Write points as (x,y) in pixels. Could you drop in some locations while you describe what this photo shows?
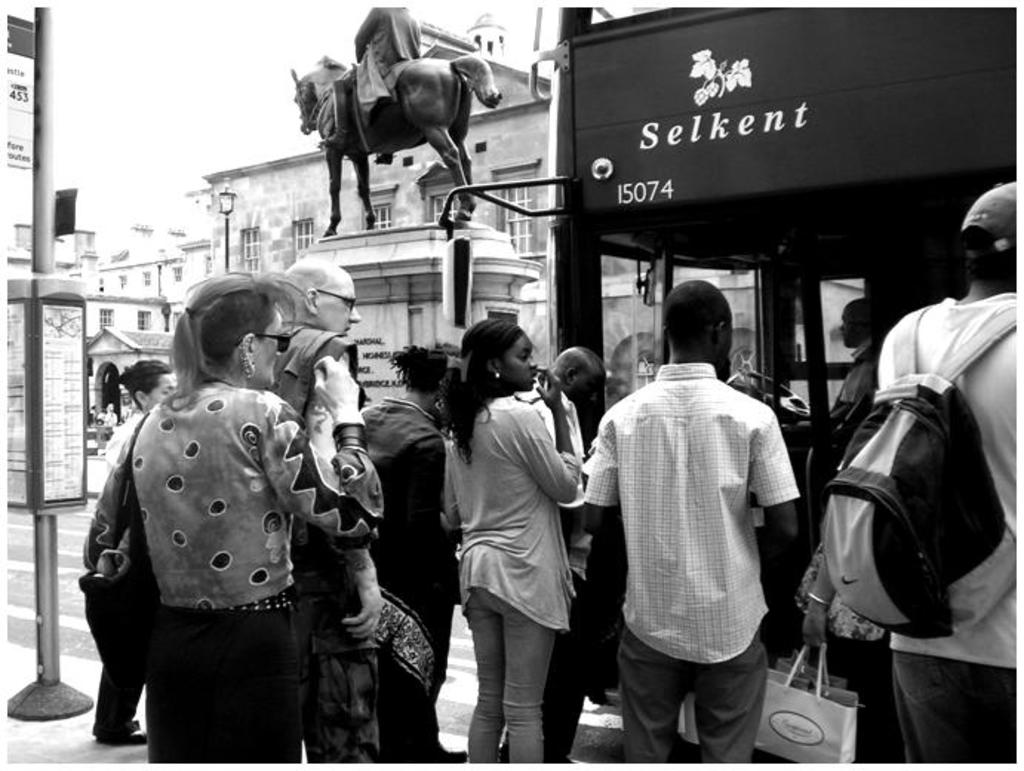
There is a black and white image. In this there are many people (413,473). Some are wearing goggles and holding bags (831,550). In the back (529,217) there are buildings (518,197) with windows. Also there is a statue (398,136) of a horse (370,114) and a person (367,65) sitting on it. Also there is a light pole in the background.
